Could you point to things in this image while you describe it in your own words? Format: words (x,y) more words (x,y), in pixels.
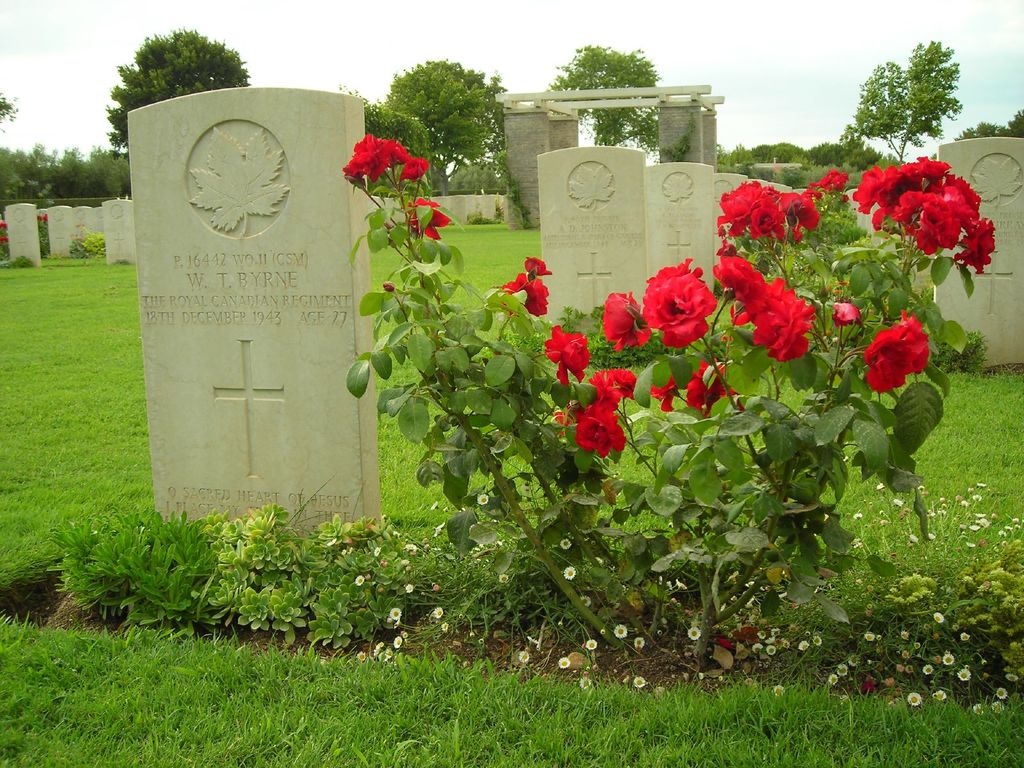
In this picture I can see trees (803,177) and few gravestones (287,391) and plants (598,527) with flowers (941,216) and grass (74,279) on the ground (44,516) and a cloudy sky (392,38).
